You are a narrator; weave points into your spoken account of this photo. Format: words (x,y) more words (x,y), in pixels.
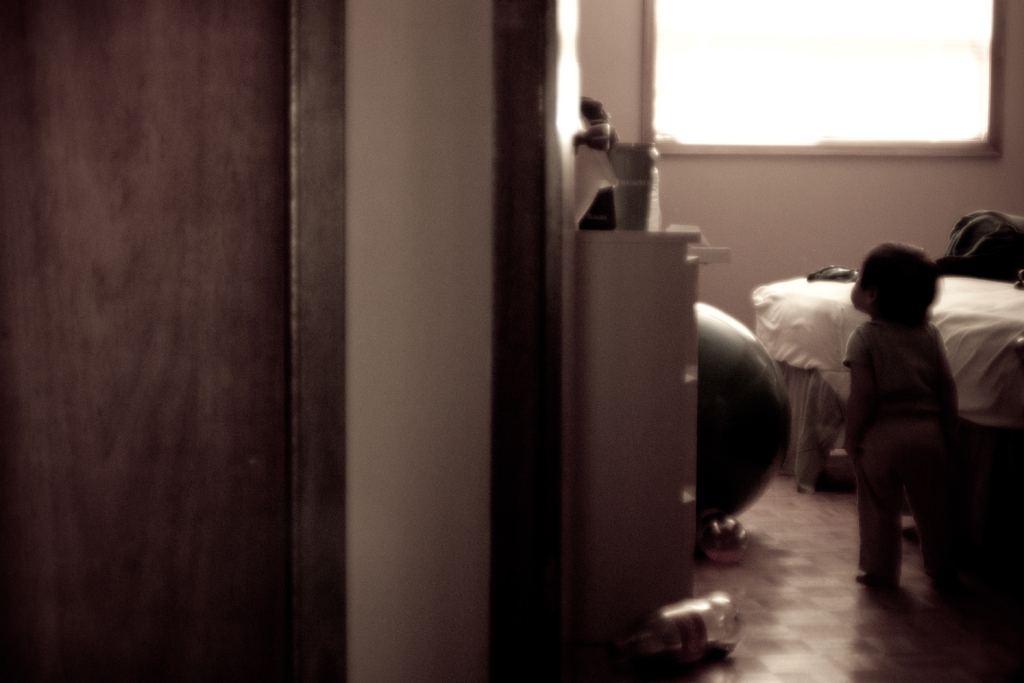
This is clicked in a room (938,279), there is a baby (880,390) standing on the floor (884,605) on right side (906,316) with a bed (851,324) in front of him followed by window (761,72) on the wall (688,201).
